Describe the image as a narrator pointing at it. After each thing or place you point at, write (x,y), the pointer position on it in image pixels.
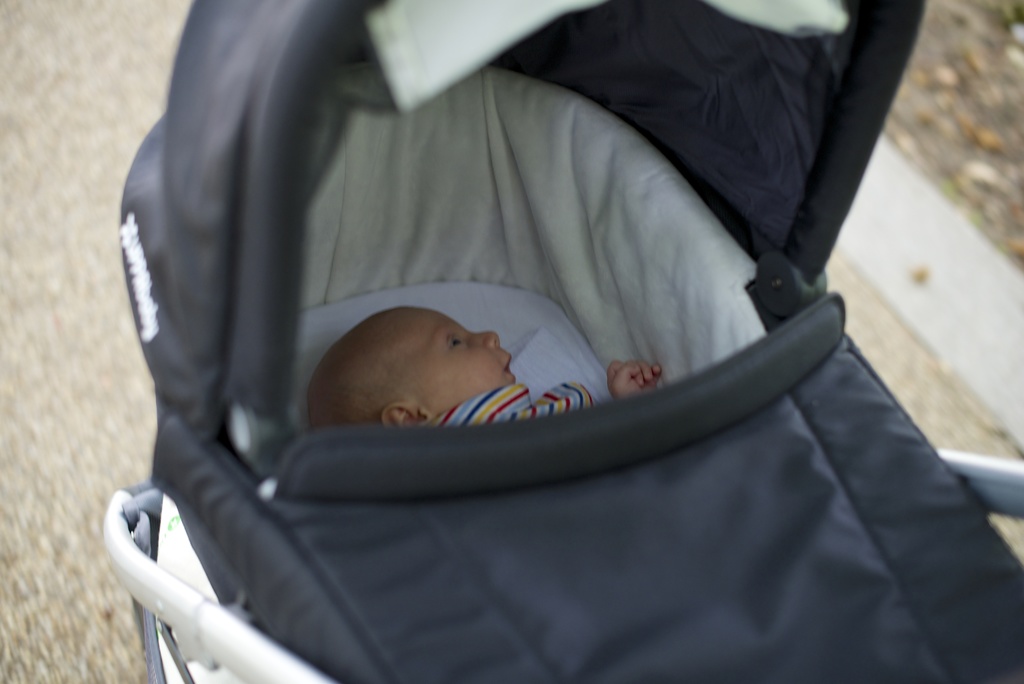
In this image there is a kid (569,395) laying in the stroller (486,310) and the background (46,542) is blurry.
